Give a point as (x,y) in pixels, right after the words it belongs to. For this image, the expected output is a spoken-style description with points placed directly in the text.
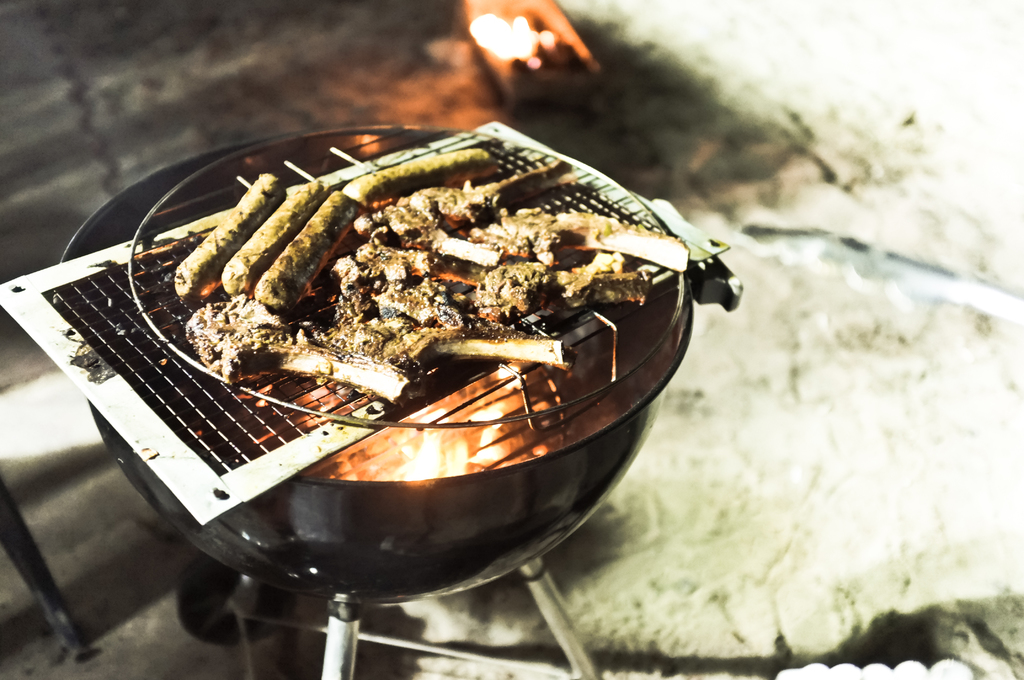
In this image we can see some food items (374,301) on a grill (317,456) and a bowl (599,404) with fire (477,442) under the grill (551,417) and a blurry background (787,471).
